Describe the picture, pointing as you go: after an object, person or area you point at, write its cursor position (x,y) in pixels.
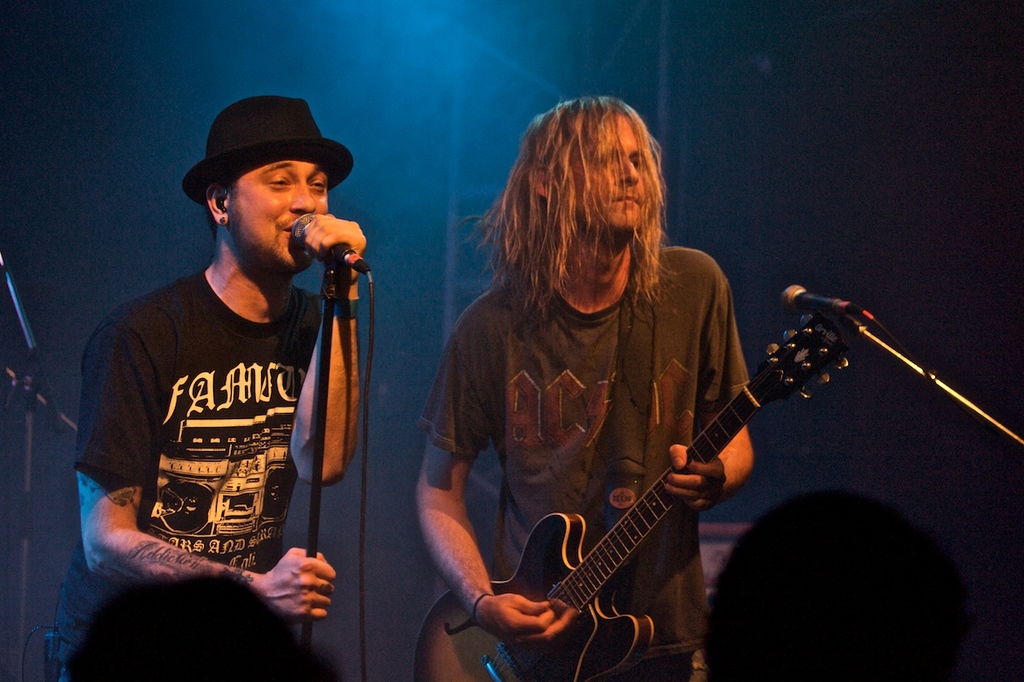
In this image there are group of people (597,348). The person (256,343) at the left side of the image (232,369) is singing and holding microphone (314,251), the person (578,198) at the right side of the image (697,384) is standing and playing guitar (575,580).
